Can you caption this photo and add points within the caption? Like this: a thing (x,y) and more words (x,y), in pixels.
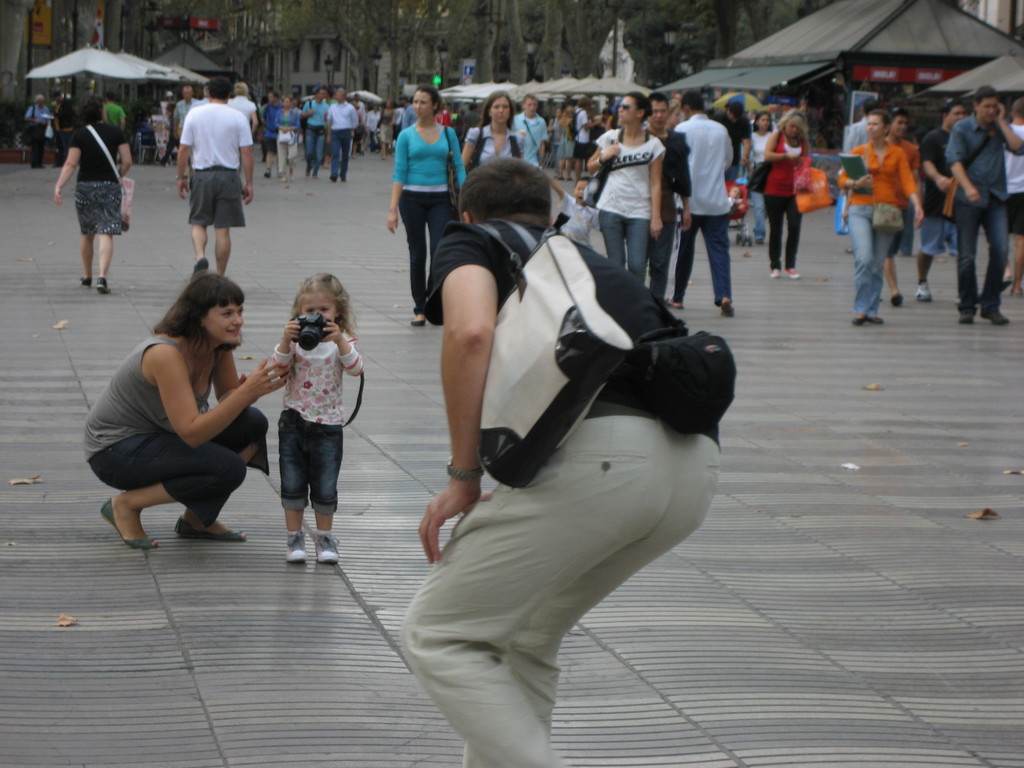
In this image we can see one man (541,480) is standing. He is wearing black color t-shirt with pant (598,483) and holding white color bag (523,339). Left side of the image (298,401) one girl (322,366) is standing, she is wearing white color dress (313,393) with jeans (302,428) and holding camera (313,333) in her hand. Beside her one lady (172,387) is sitting, she is wearing grey color top (142,396). Background of the image (177,141) so many men (898,124) and women (393,193) are walking on the road (886,334). Top of the image (382,70) buildings (325,46) and trees (597,56) are present.
